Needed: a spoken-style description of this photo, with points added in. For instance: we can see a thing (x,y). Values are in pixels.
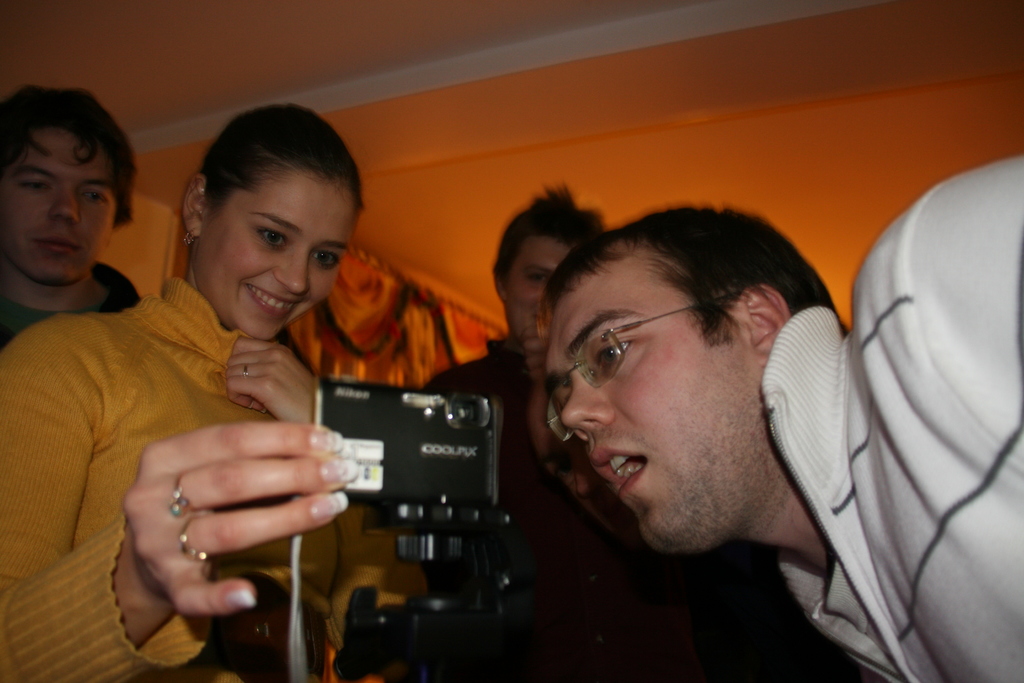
In this picture I can see four persons (504,447), there is a person (146,366) holding a camera (463,488), and in the background (415,308) there is a curtain (322,348).
